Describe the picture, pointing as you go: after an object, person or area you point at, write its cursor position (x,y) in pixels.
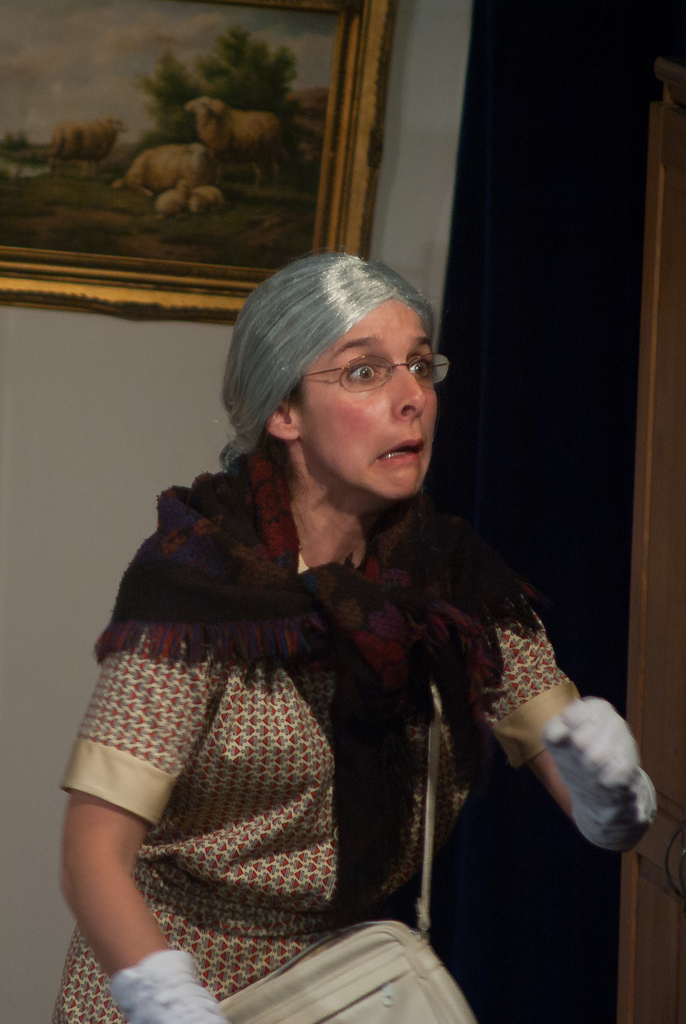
In this image, we can see a person (389,620) wearing clothes (305,723) and bag (375,1008). There is a photo frame (236,204) on the wall (75,479).
